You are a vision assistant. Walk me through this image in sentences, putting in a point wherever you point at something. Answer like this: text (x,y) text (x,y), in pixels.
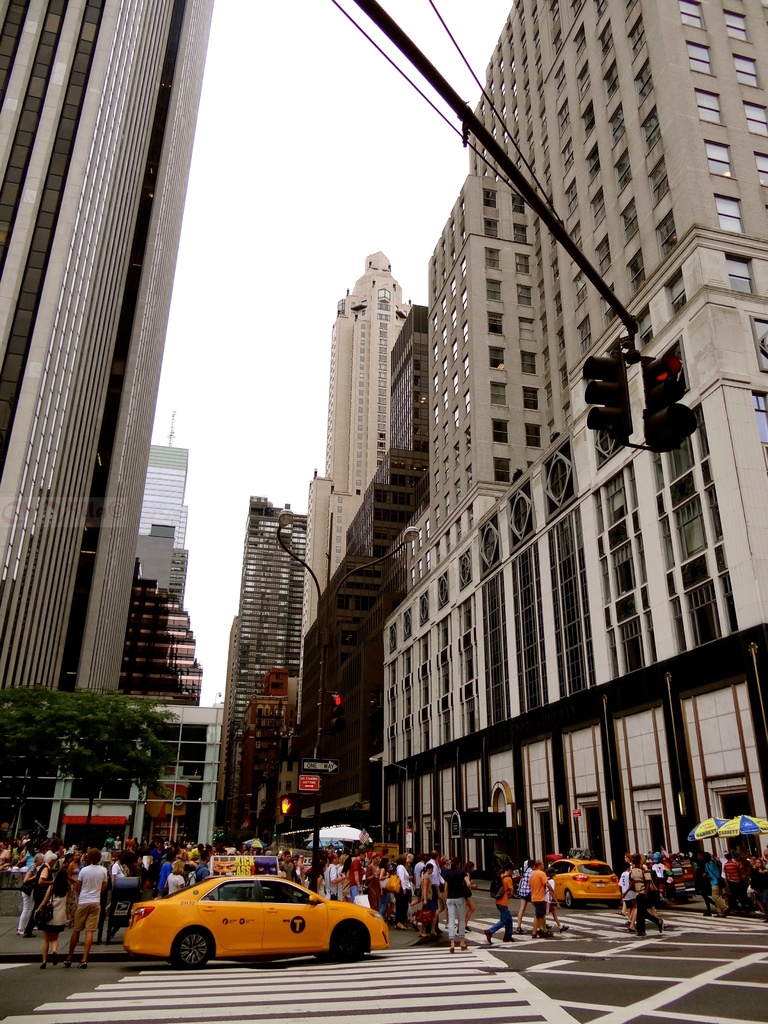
As we can see in the image there are buildings (437,468), traffic signals (596,421), windows (530,362), many people (630,898), cars (246,924) and sky (287,176).
